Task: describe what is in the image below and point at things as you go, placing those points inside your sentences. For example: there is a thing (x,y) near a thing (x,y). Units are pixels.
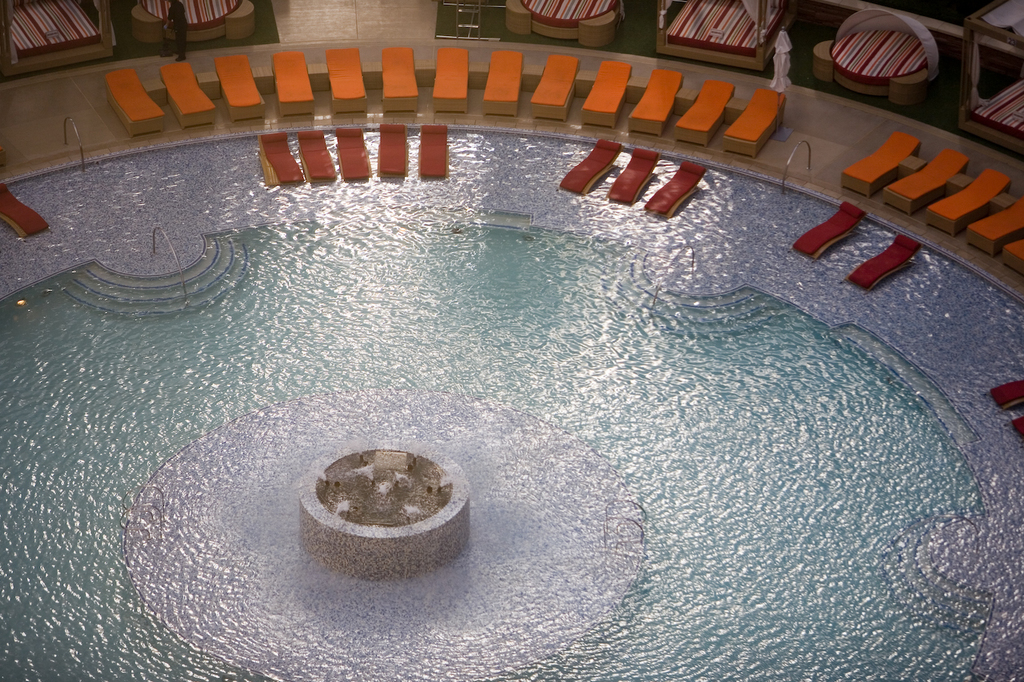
In the image in the center (612,303), we can see the swimming pool (665,357), relax outdoor chairs (600,143), staircases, one person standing etc.
